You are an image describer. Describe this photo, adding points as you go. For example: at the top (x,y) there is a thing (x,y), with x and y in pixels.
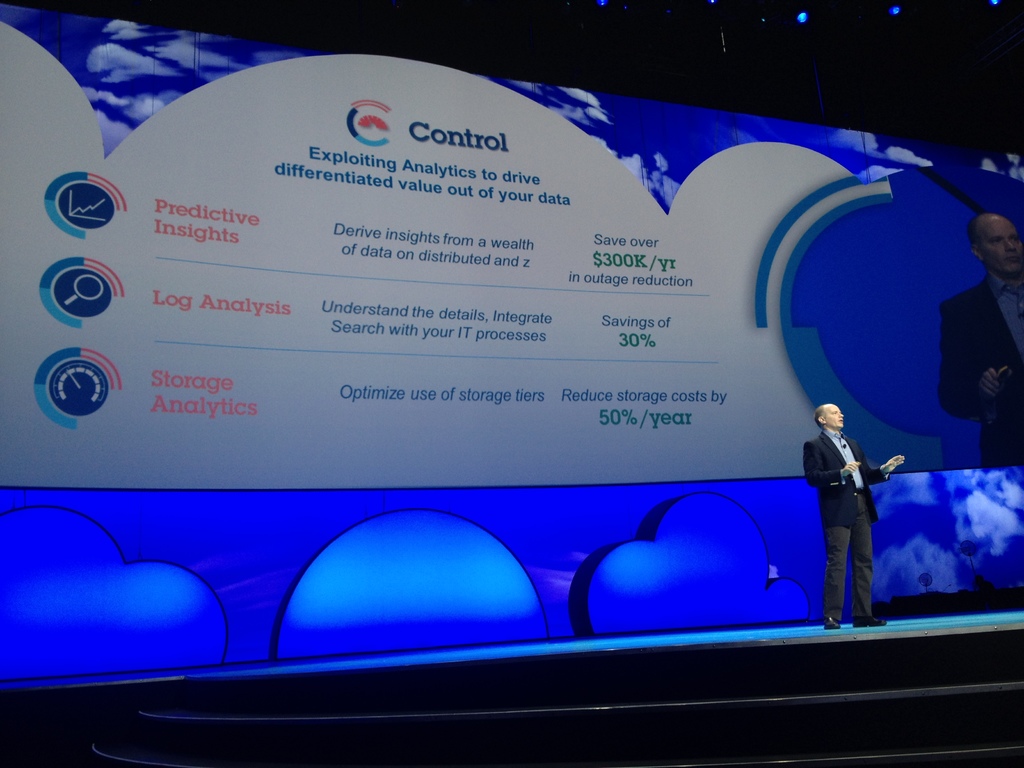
In this picture there is a man (843,469) standing on the stage (837,638). At the back (763,420) there is a board (749,241). There is text (673,279) and there is a picture (976,383) of a man (973,346) on the board (851,194). At the top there are lights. At the bottom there is a floor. In the foreground (566,671) it looks like a staircase (655,689).
